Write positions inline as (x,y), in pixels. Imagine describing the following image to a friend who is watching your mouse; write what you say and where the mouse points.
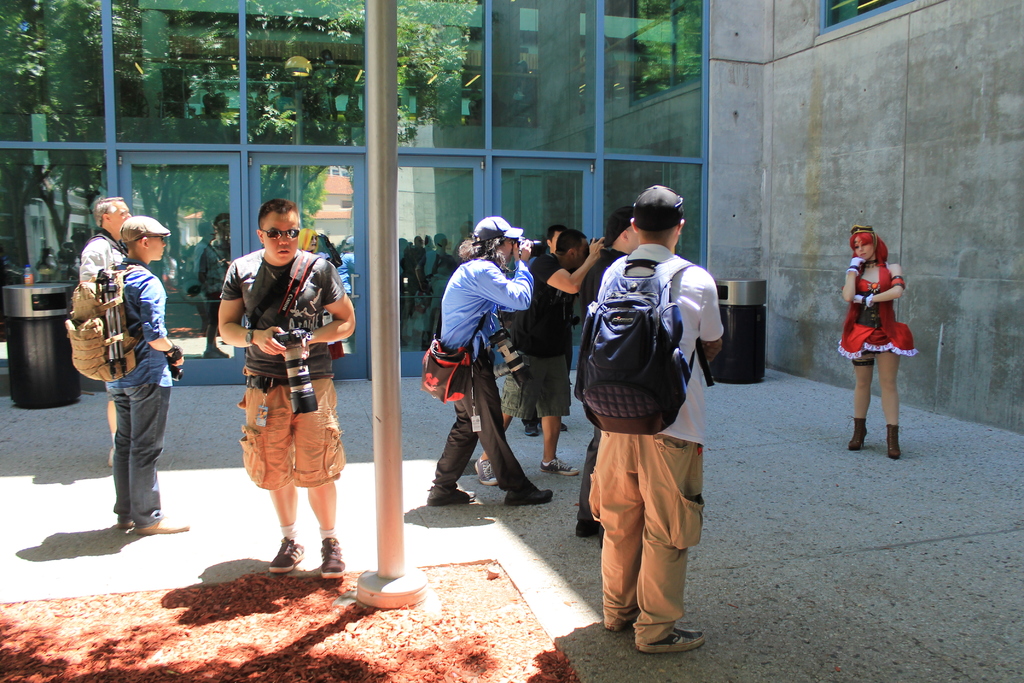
In this picture we can observe some people (563,348) standing on the land (722,451). Most of them are holding cameras (506,343) in their hands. On the right side (884,375) we can observe a woman (878,326) standing, wearing red color dress (867,319). We can observe a pole (387,517). In the background (356,145) there is a building (331,159). We can observe black color trash bins (31,337).
